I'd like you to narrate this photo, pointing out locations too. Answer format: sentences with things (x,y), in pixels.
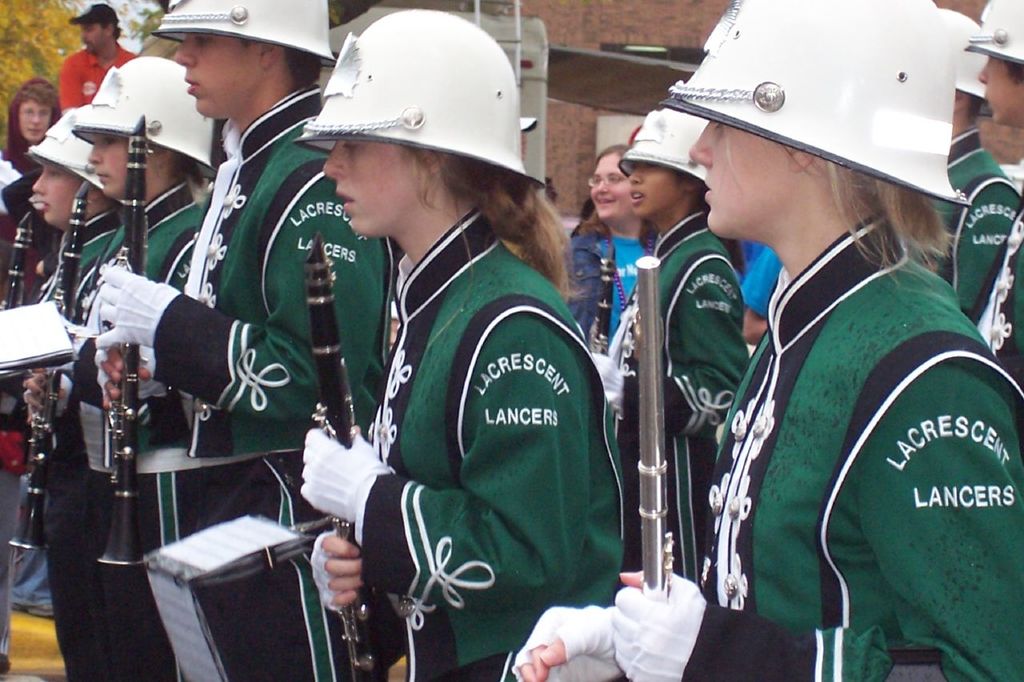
In this image we can see girls (666,246) and boys (239,265) are standing. They are wearing uniforms (425,337), helmets (293,17) and holding musical instruments (644,534) in their hands (322,451). At the top of the image (646,23), we can see a wall (564,20) and an object (586,63). We can see a tree (43,42) and people (68,79) in the left top of the image (75,45). In the middle of the image (632,247), we can see a woman (611,239).
